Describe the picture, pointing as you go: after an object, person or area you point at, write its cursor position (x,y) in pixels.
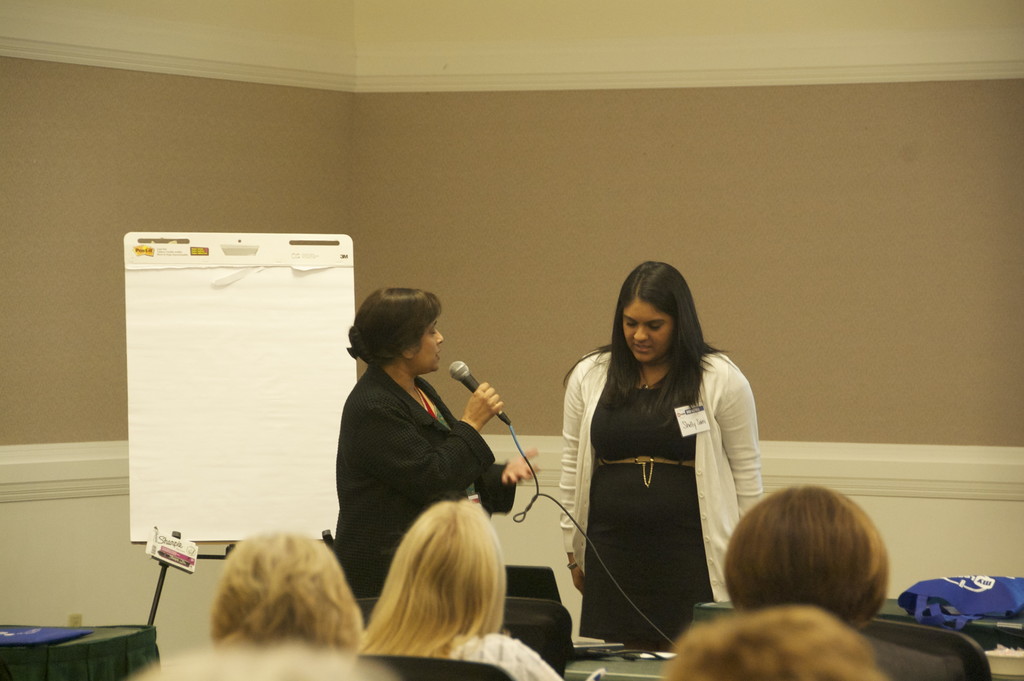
In this picture we can see a woman (380,323) holding a mike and talking to another woman (677,504) standing in front of her. In the background (121,576), we can see walls (104,306) and a whiteboard (144,247) on a stand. At the bottom (458,501) we can see heads (800,503) of people (834,558).
